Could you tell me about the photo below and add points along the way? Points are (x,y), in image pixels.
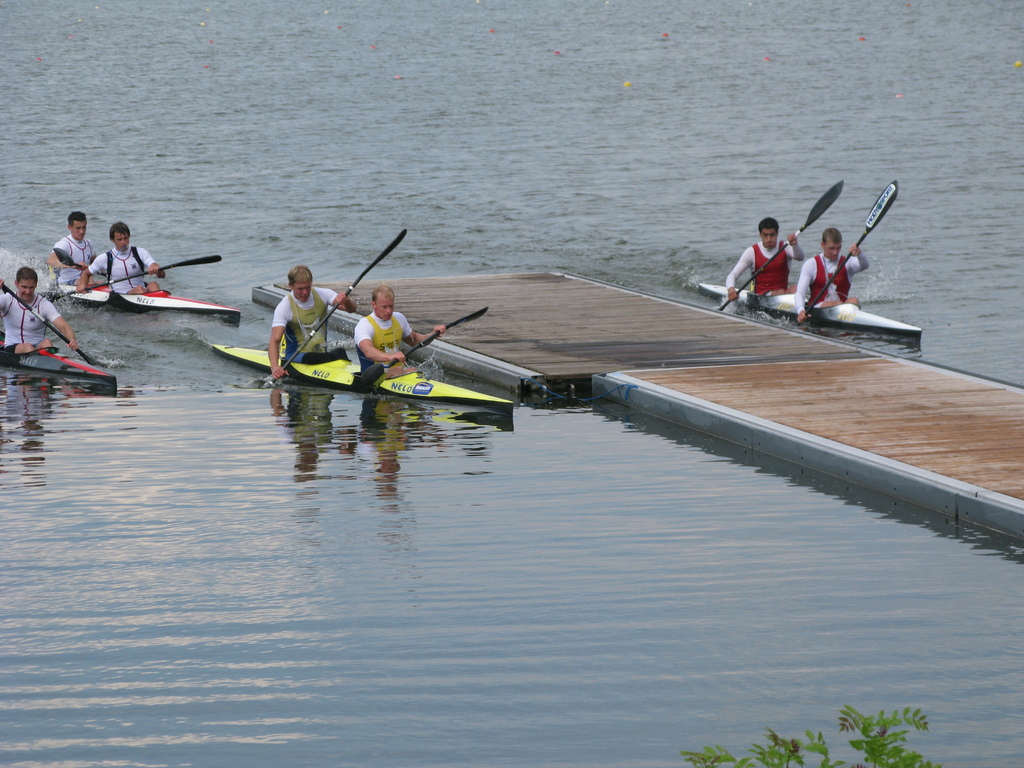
This is the picture of a river (598,520) in which there is a dock (859,477) and some people (332,359) rowing in it.
